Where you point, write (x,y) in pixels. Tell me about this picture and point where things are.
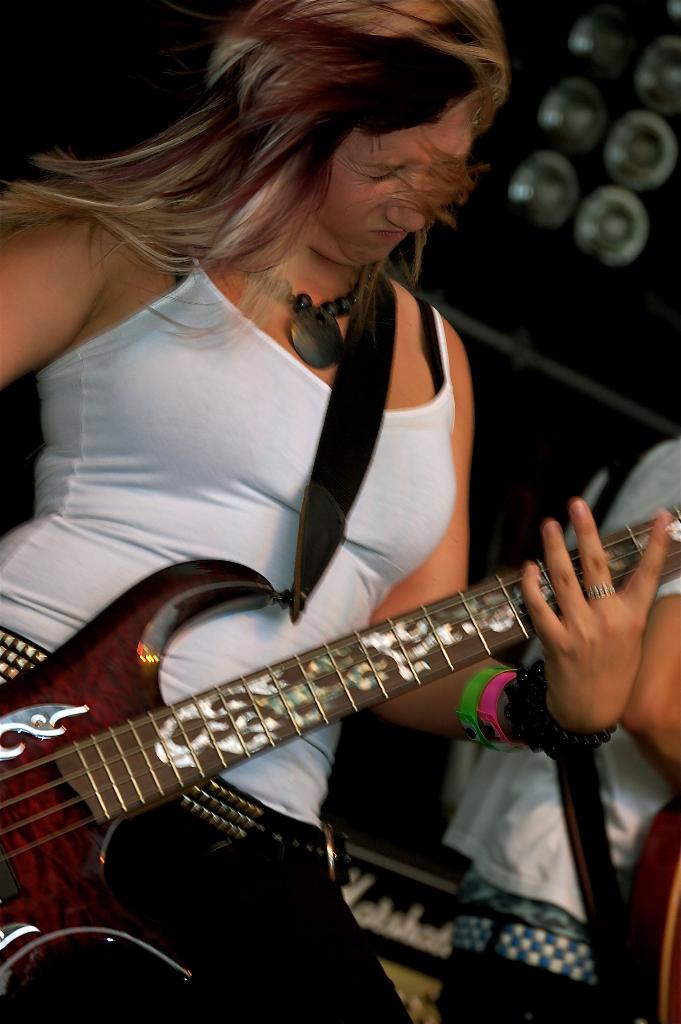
Here in this picture we can see a lady (261,470) with white dress (192,467) is playing a guitar (143,702). To her left hand (529,714) there is a band (532,730). There is an another person (623,790) behind her.
